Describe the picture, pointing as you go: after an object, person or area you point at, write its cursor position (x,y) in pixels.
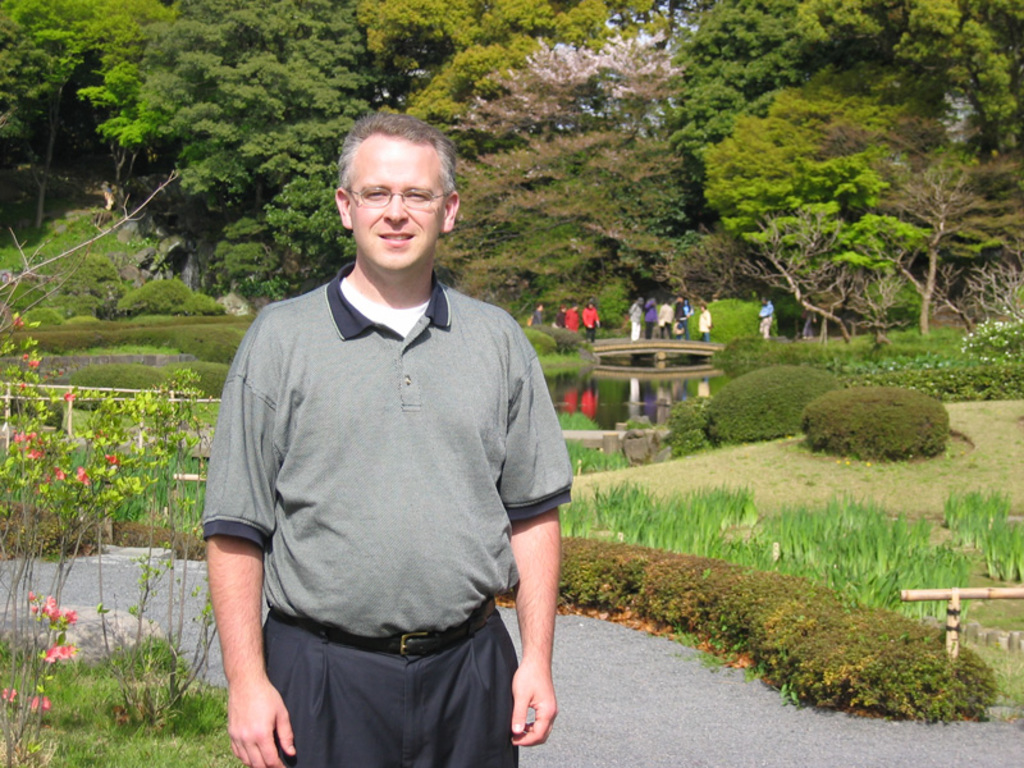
In this image we can see there is a person (356,313) standing on the path (622,647) of a road (513,617), back of the person (546,465) there is a pond (594,408), in front of the pond (639,361) there are a few people (640,324) standing. In the background (670,115) there are trees (771,187) and plants (790,354).
